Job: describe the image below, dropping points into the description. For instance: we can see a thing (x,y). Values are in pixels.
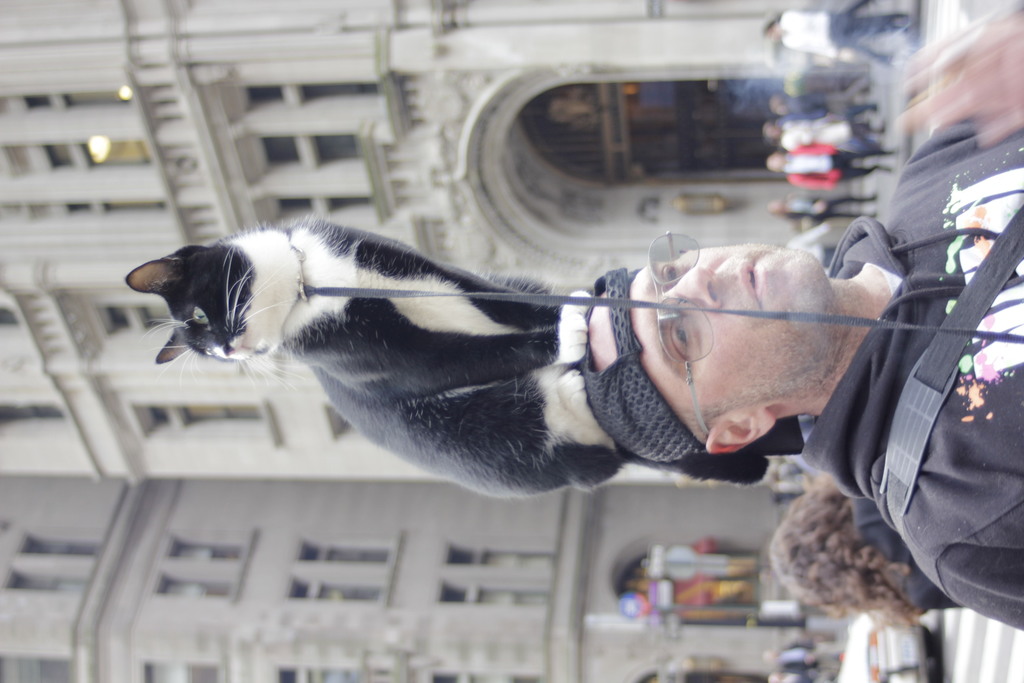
In the picture we can see a person (976,493) standing, wearing a bag (902,500) and on his head (785,333) we can see a cat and behind him we can see the buildings (40,160) and near it we can see some people (821,539) are standing.
